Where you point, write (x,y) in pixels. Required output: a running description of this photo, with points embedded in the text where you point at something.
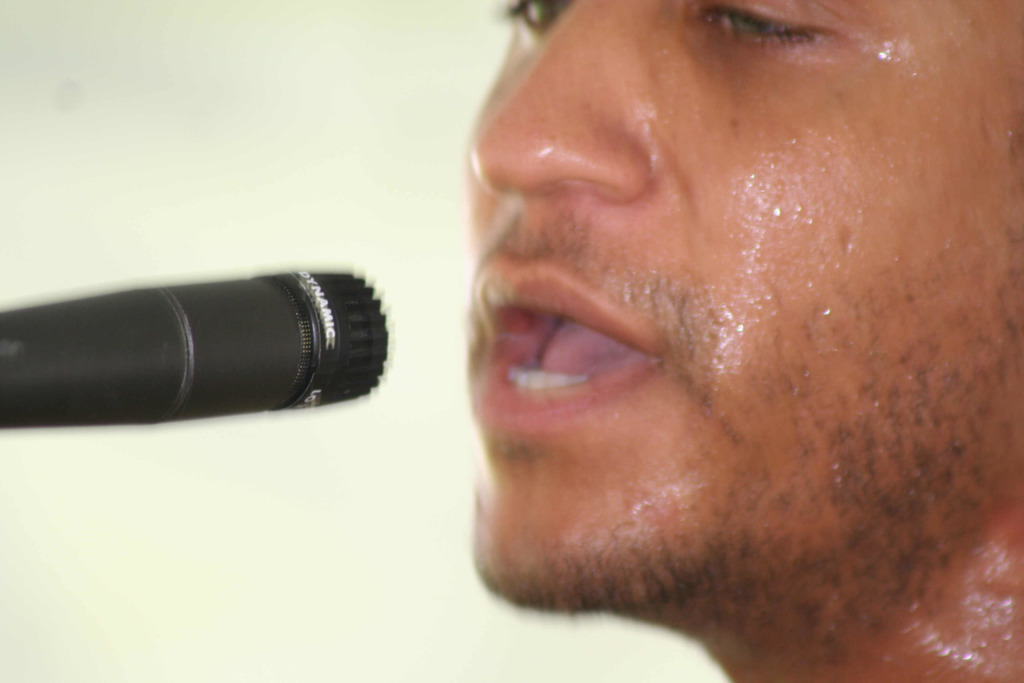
In this image there is a person (563,407) singing in a mic (207,294). In the background of the image (160,142) there is wall (170,187).
